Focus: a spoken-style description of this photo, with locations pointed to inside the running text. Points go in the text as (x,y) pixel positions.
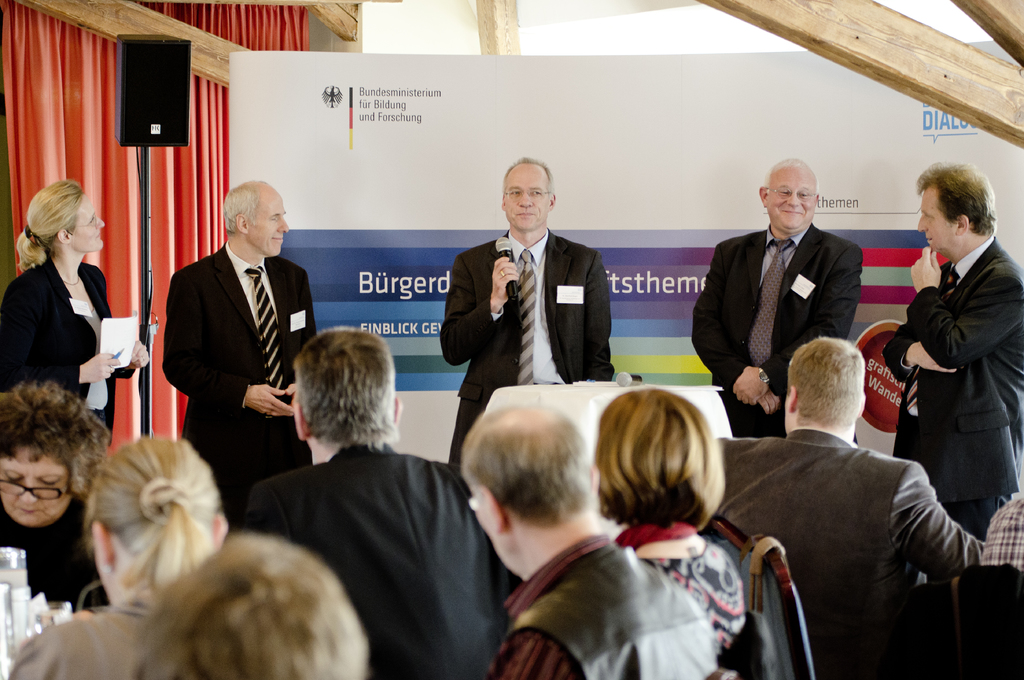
In the image we can see there are people (362,368) around, they are wearing clothes (733,499), they are sitting and some of them are standing. This person (549,296) is holding a microphone (508,291) in his hand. Behind them there is a poster (351,130), here we can see a sound box (149,93), wooden log (870,53) and curtains (56,155).
